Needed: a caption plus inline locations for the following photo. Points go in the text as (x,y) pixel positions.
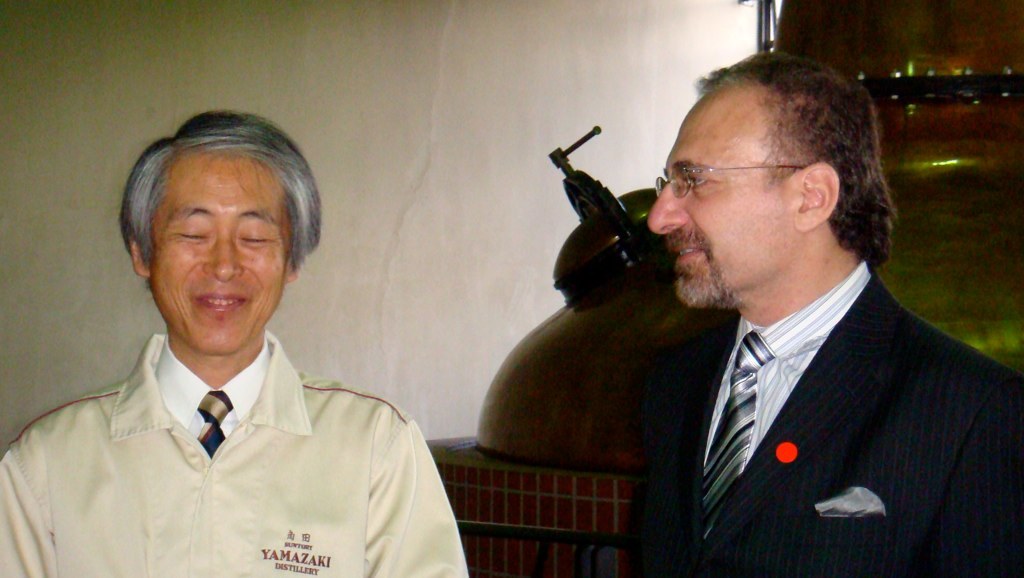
This image consists of two persons (245,444). On the right (820,444), the man (862,453) is wearing a black suit (874,404) along with the tie (740,382). On the left (242,381), the man (217,491) is wearing a white jacket (344,479). In the background (333,147), there is a wall (262,103). On the right (911,148), we can see a machine (621,276) made up of metal (1000,229).
